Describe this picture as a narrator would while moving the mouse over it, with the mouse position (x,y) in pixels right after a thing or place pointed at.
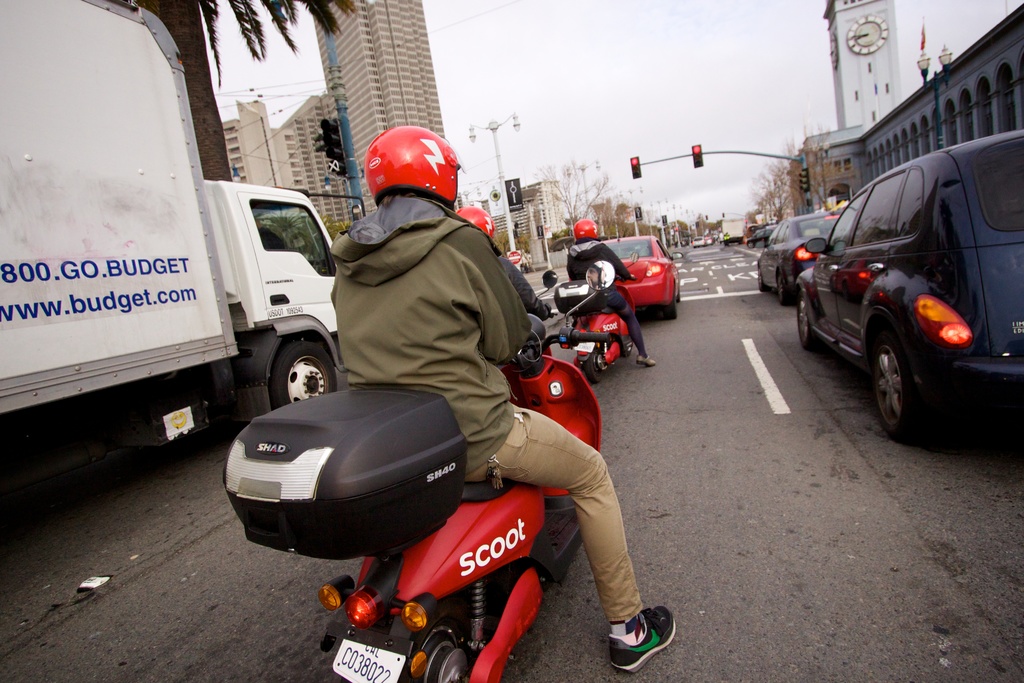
This is clicked on road (55,647), there are few persons (463,397) sitting on scooters (587,325) with cars (868,213) on right side (978,343) and a truck (310,320) on left side (244,346), in the back (311,167) there are buildings (531,193) all over the place with trees (779,216) on either sides of the road (45,588).
